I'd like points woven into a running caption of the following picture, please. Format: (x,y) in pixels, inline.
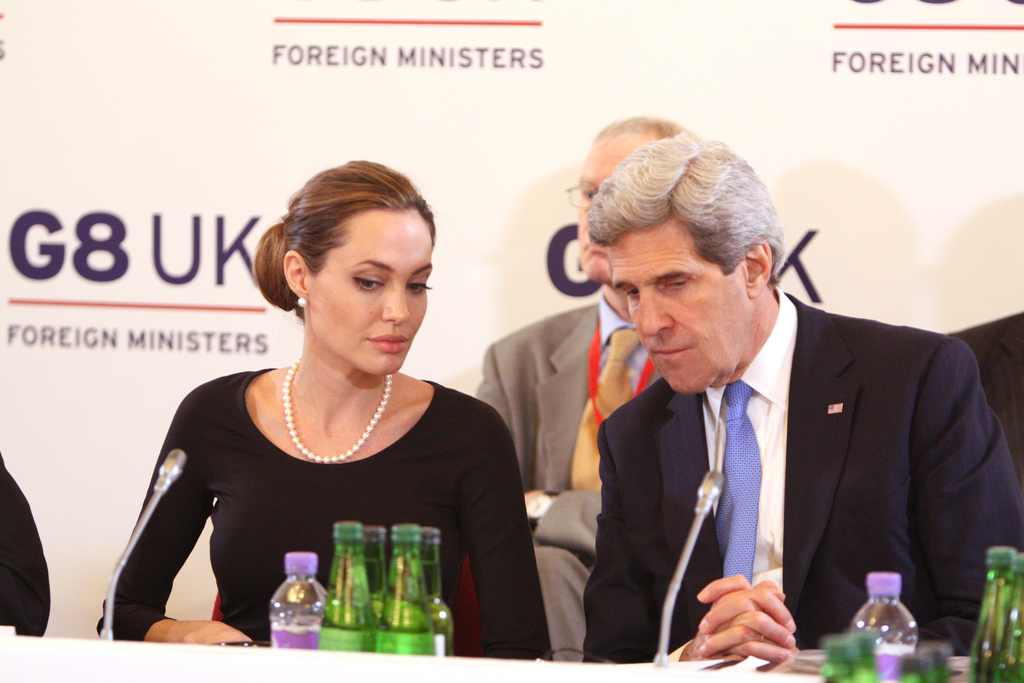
In the picture I can see two men (648,376) and a woman (487,429) are sitting. The woman (487,429) is wearing a necklace (300,445) and two men (632,425) are wearing suits (630,474). Here I can see bottles (412,624) and microphones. In the background (781,134) I can see a banner (532,70) which has something written on it.
